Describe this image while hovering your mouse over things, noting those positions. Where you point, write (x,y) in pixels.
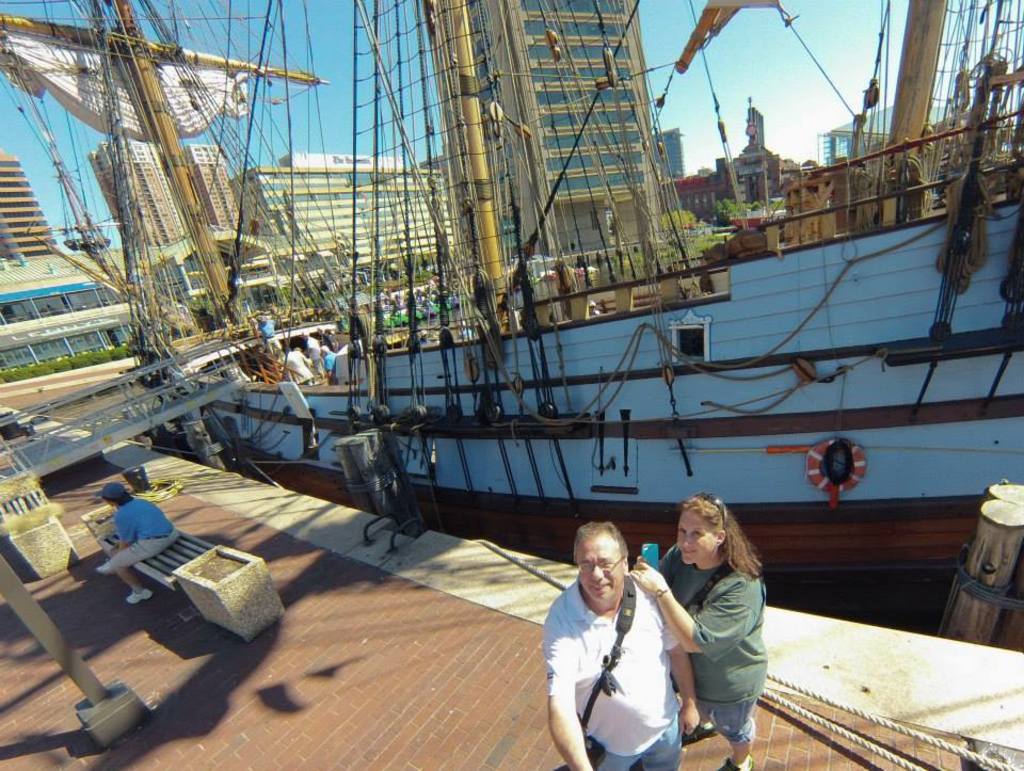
In this image I can see a person (640,667) wearing white t shirt (643,685) and blue jeans (637,760) and a woman (746,650) wearing green and blue colored dress (735,645) are standing. In the background (701,436) I can see a ship (654,351) which is blue, brown and yellow in color, few other person's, a person (119,508) sitting on a bench (177,550), few buildings (2,271), few trees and the sky (740,65).
